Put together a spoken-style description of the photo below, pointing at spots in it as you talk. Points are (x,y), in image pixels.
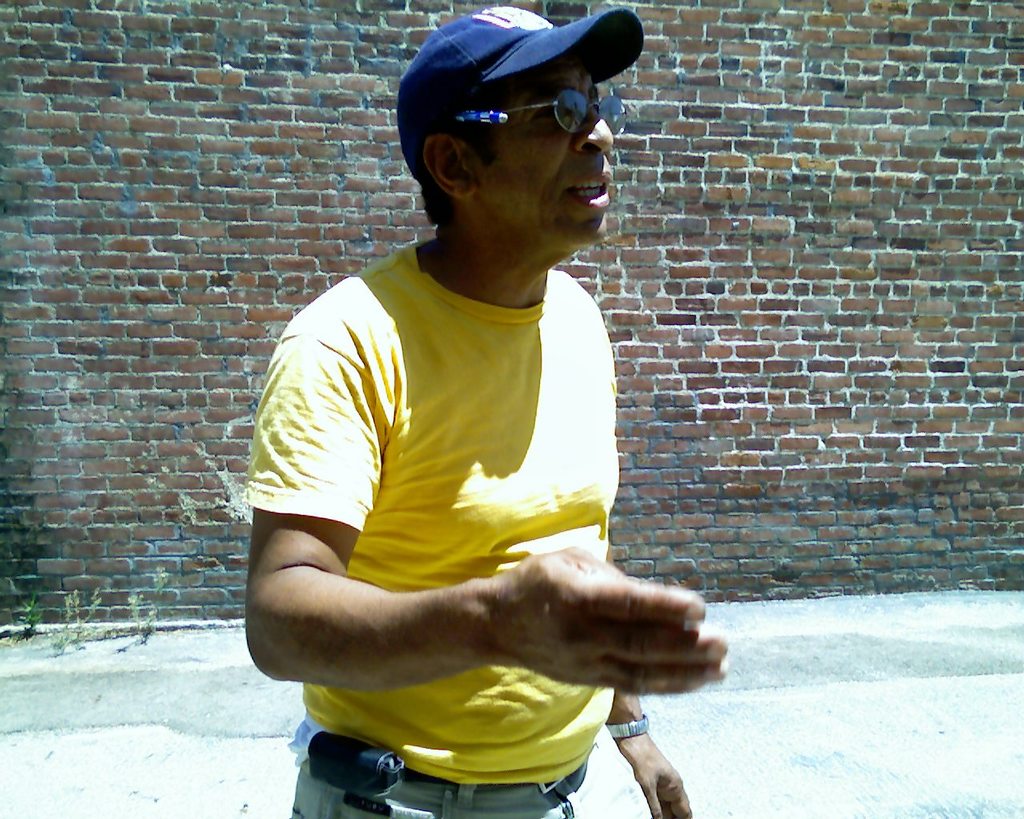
In the center of the image (451,312) a man (475,308) is standing and wearing a hat (515,68). In the background of the image (249,174) a wall (874,243) is there. At the bottom of the image (913,739) ground (930,633) is present.
